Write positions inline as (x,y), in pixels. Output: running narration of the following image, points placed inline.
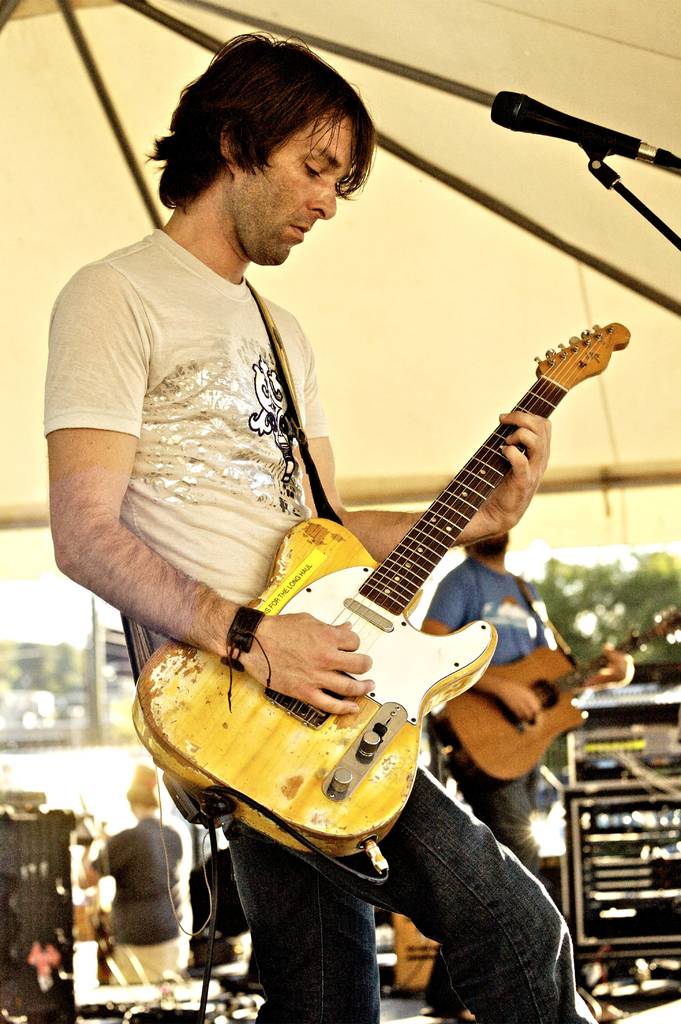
A man (333,628) wearing a t shirt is playing a guitar (376,569). He is wearing a wristband (235,643). In front of him there is a mic (574,136) and mic stand (632,192). in the background (551,628) another person (537,631) playing guitar (556,702). Also there are many other items (592,836) kept in the background (73,928). He is standing under a tent (193,76).
